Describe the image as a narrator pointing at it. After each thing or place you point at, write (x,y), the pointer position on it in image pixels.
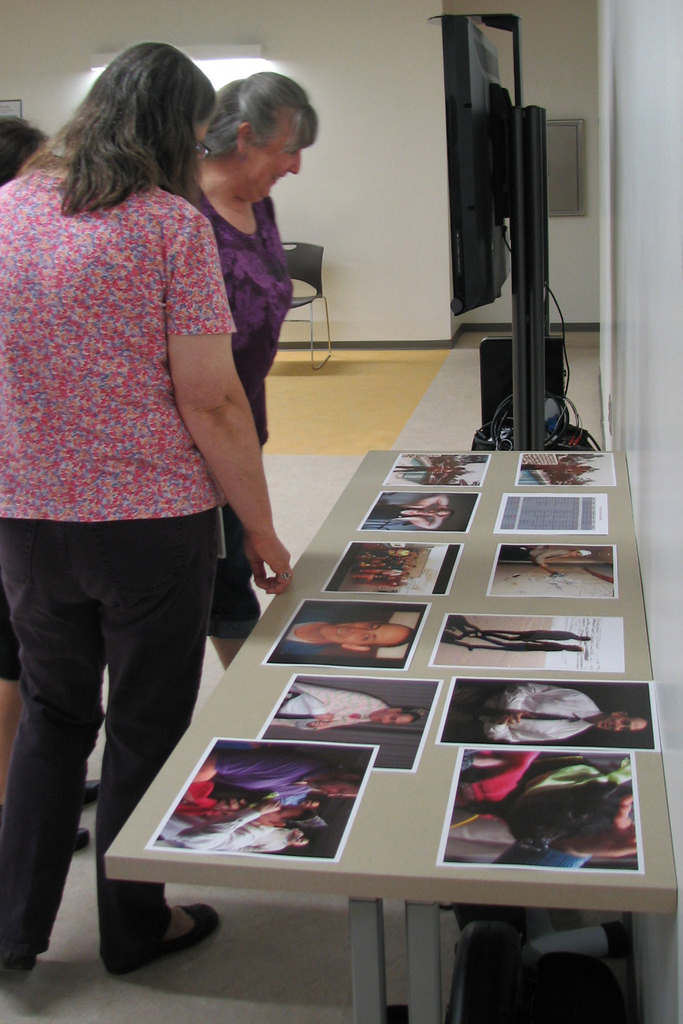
In this image I see 2 women (22,569) who are standing and I also see that this woman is smiling. In front I see a table (660,783) on which there are photos (446,707) and I see a TV (468,36) over here. In the background (584,289) I see the wall (579,297), another person (2,624), light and a chair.
